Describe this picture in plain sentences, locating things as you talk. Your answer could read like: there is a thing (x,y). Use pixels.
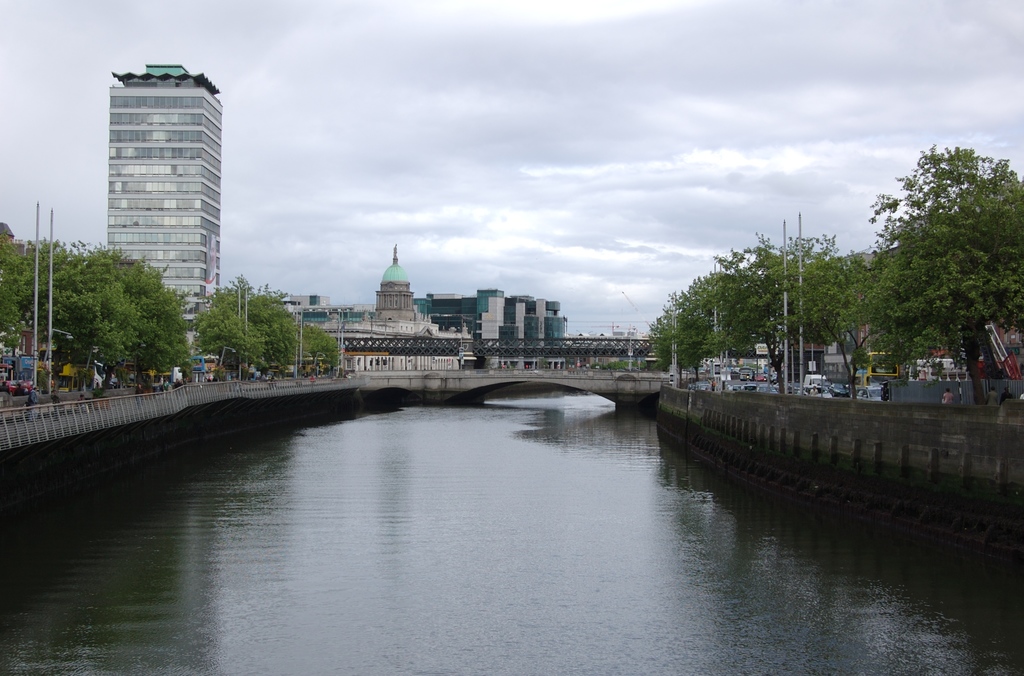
On the right side of the image (703,334) we can see trees (732,338), vehicles (882,365), building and poles (631,362). On the left side of the image (129,87) we can see building (378,332), trees (136,348), poles (48,365), persons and vehicles (59,379), At the bottom of the image (705,473) there is water (503,529). In the center of the image (664,373) we can see bridge (507,353). In the background (664,216) we can see sky (577,107) and clouds (547,188).
